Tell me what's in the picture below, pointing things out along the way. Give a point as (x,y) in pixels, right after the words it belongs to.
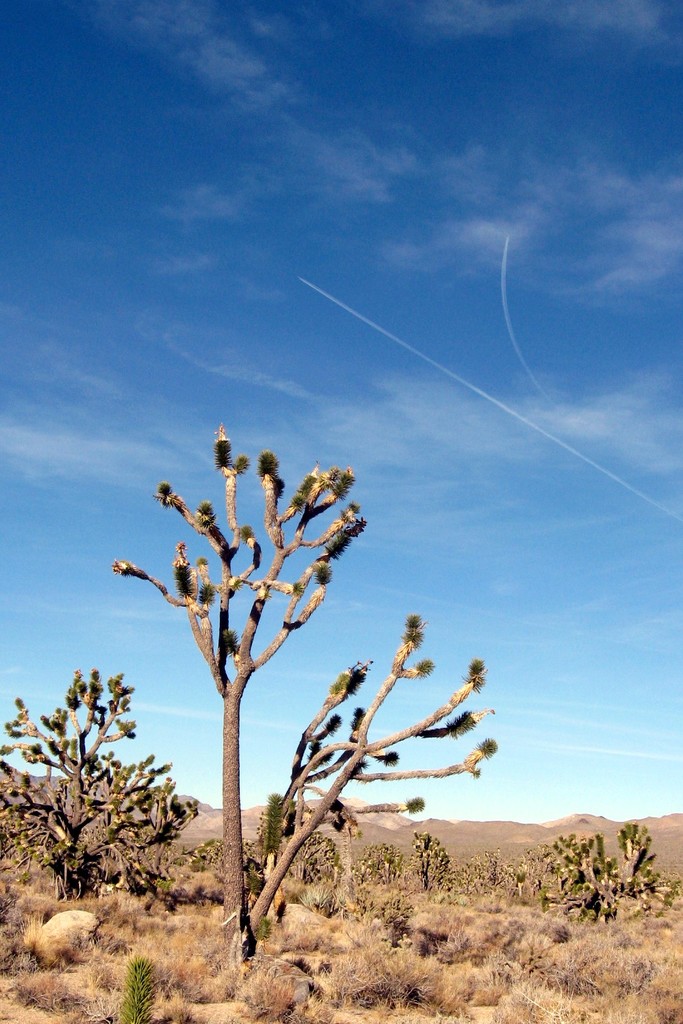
In this image I can see few trees (459,727), dry grass (471,988), few stones (72,929). The sky (360,281) is in white and blue color.
